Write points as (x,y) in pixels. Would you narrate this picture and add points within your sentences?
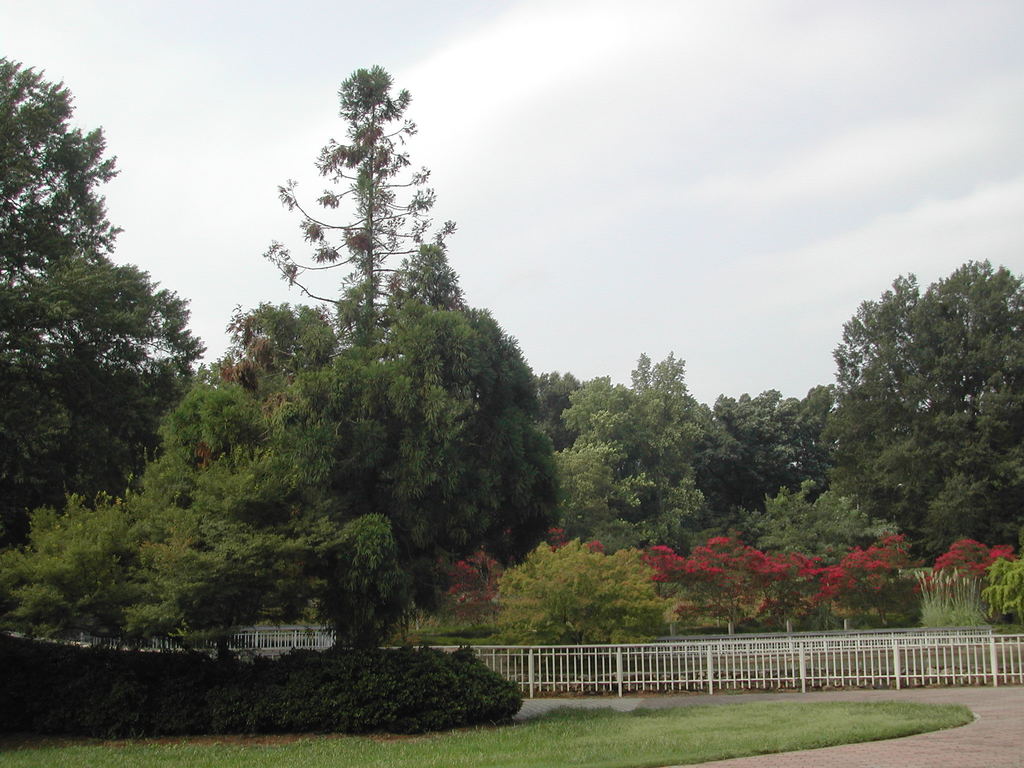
This picture is taken from outside of the city. In this image, we can see some trees (76,520), plants (394,678), metal rod (562,660), metal grill (636,665). At the top (772,180), we can see a sky (743,138) which is cloudy, at the bottom (634,745), we can see a grass (831,704) and a land (982,753).
